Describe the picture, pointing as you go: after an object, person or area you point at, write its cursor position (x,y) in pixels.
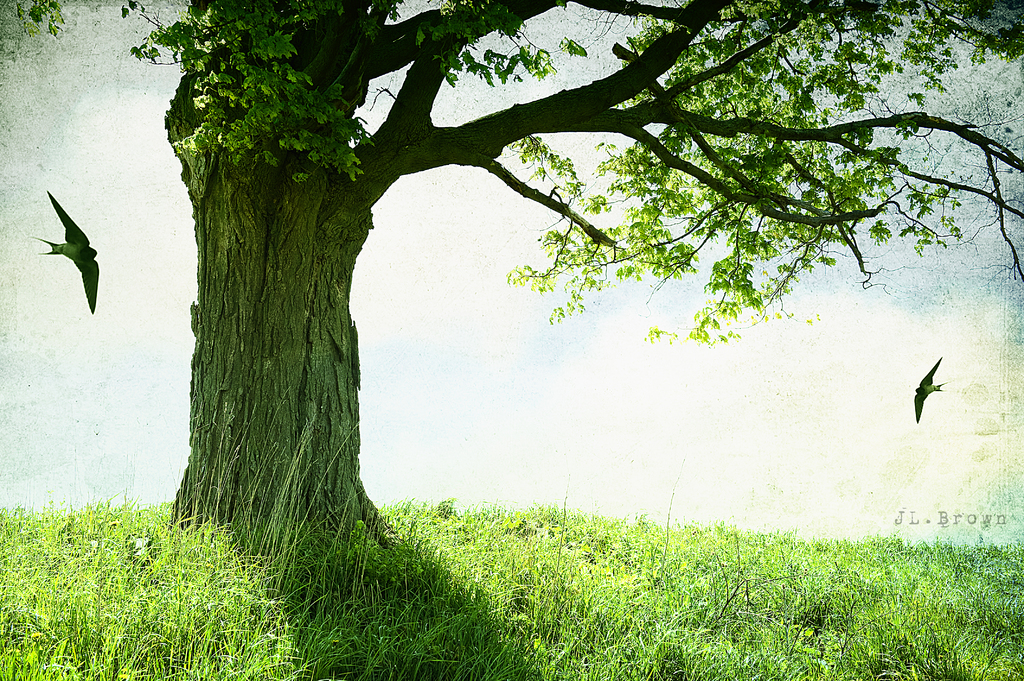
In this image there is a tree (881,6), grass (535,535), birds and the sky (624,389).
